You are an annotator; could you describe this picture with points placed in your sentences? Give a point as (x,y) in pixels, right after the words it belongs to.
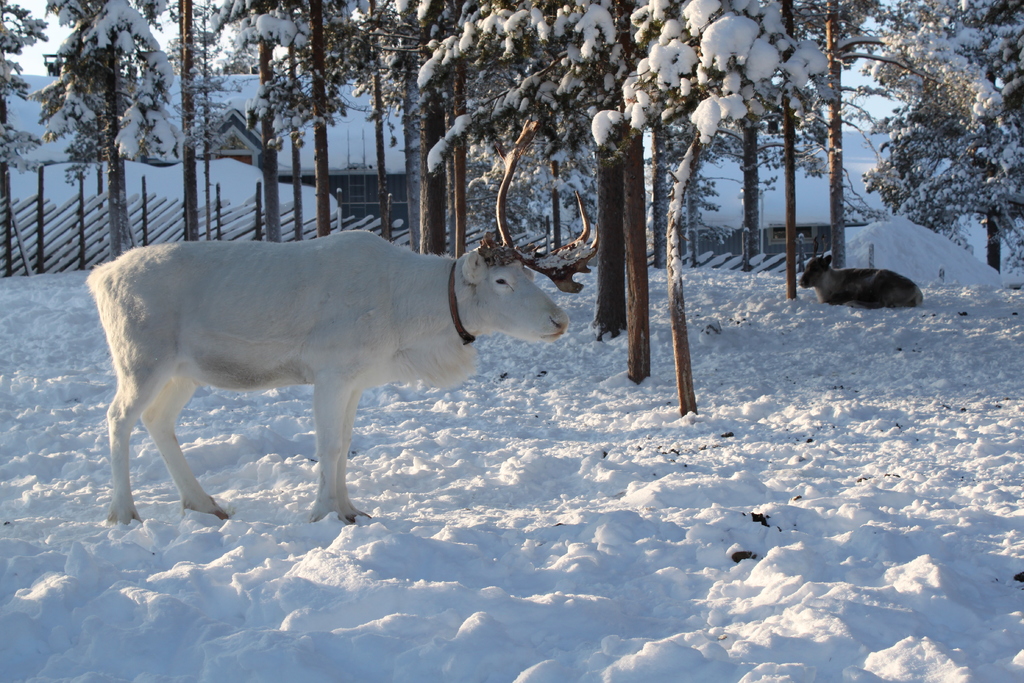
In this image we can see two animals (304,297) on the snow (283,484), there are some trees (377,137) covered with the snow (449,133), also we can see houses (236,82) and in the background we can see the sky (14,21).
